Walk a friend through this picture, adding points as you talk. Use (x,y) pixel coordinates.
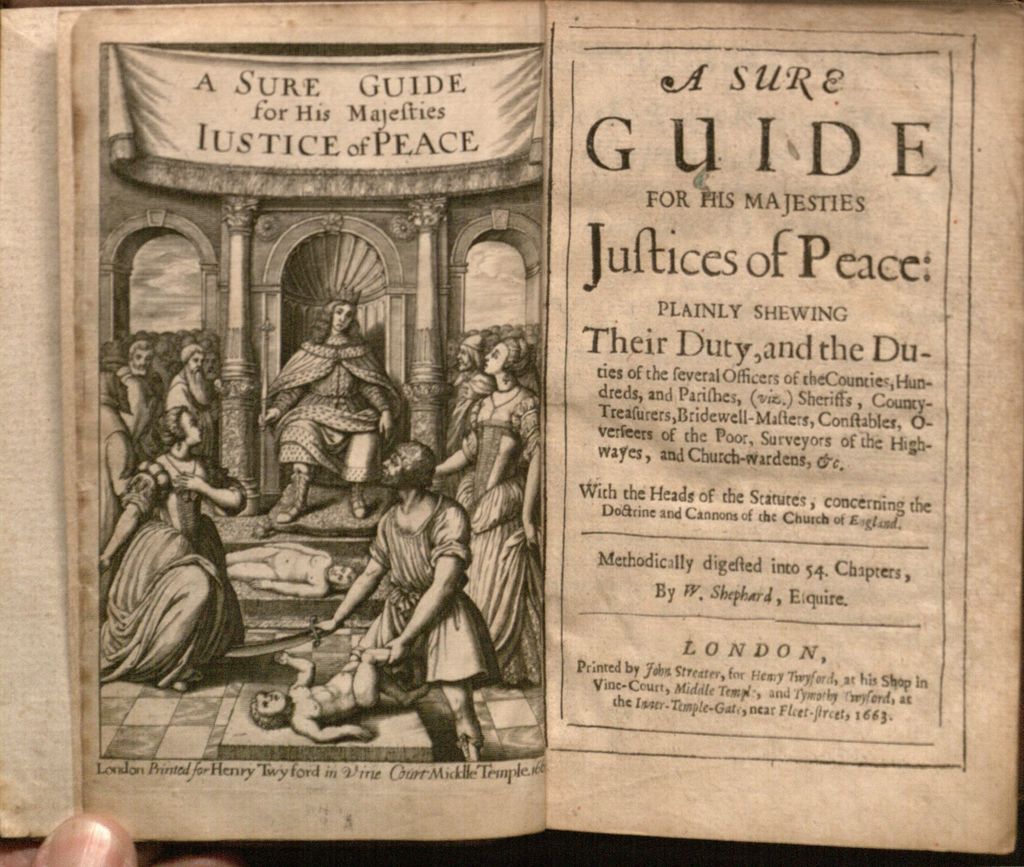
In this image I can see the person (91,856) holding the book (397,593). On the paper (333,440) I can see the print (269,674) of people (263,696) and something is written on it.
